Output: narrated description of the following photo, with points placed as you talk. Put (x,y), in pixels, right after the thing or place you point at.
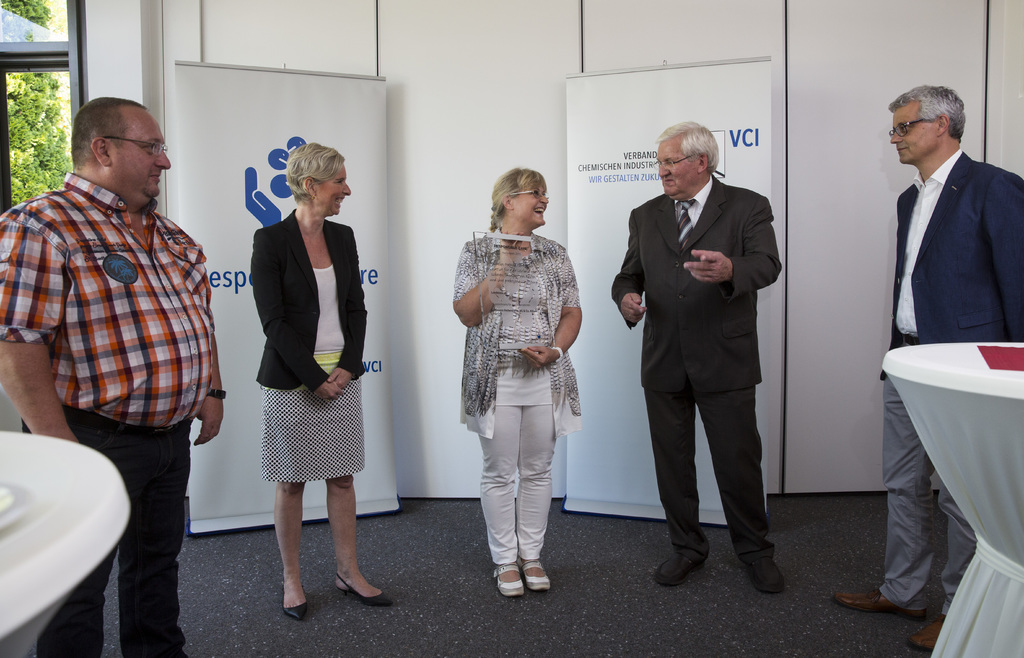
In this image there are people (751,327) standing on the floor (433,615). Behind them there are banners (596,146). In the background of the image (563,18) there is a wall (352,9). Beside the wall (99,51) there is a glass window (58,135) through which we can see trees (35,129). On the right side of the image (978,436) there is a table (929,438).
